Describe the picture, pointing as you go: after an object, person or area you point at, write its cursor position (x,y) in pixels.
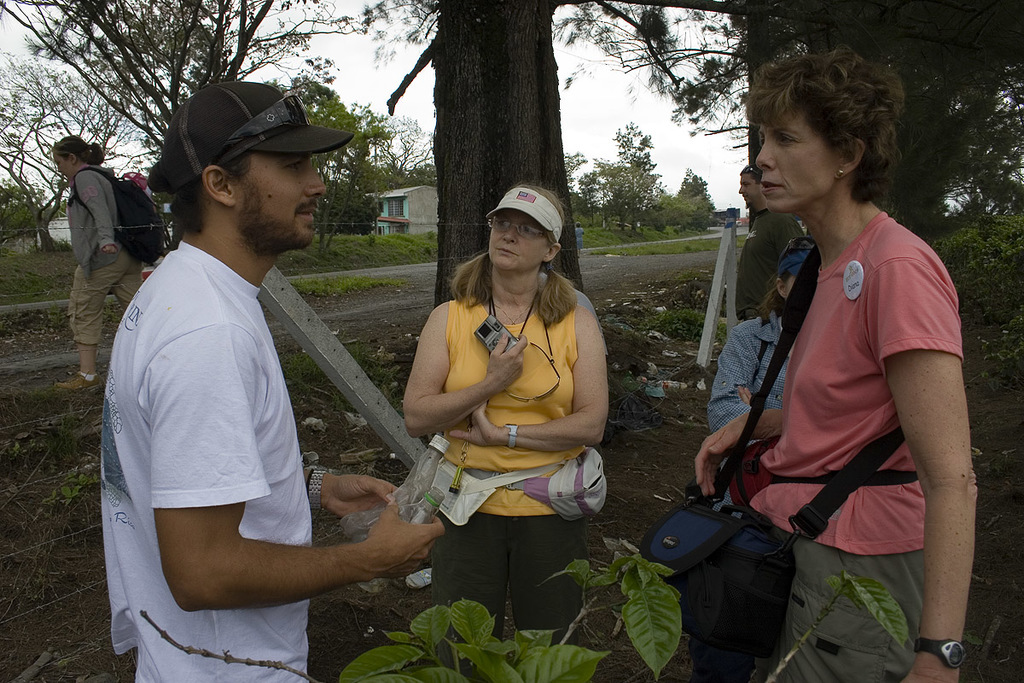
As we can see in the image there is a sky (354,71), trees (122,7), few people (875,302) standing over here. The women (484,366) standing in the middle (500,295) is holding camera (504,326) in her hand (505,345) and the man (235,455) on the left side (235,528) is holding bottle (420,496) in his hand (397,553).
